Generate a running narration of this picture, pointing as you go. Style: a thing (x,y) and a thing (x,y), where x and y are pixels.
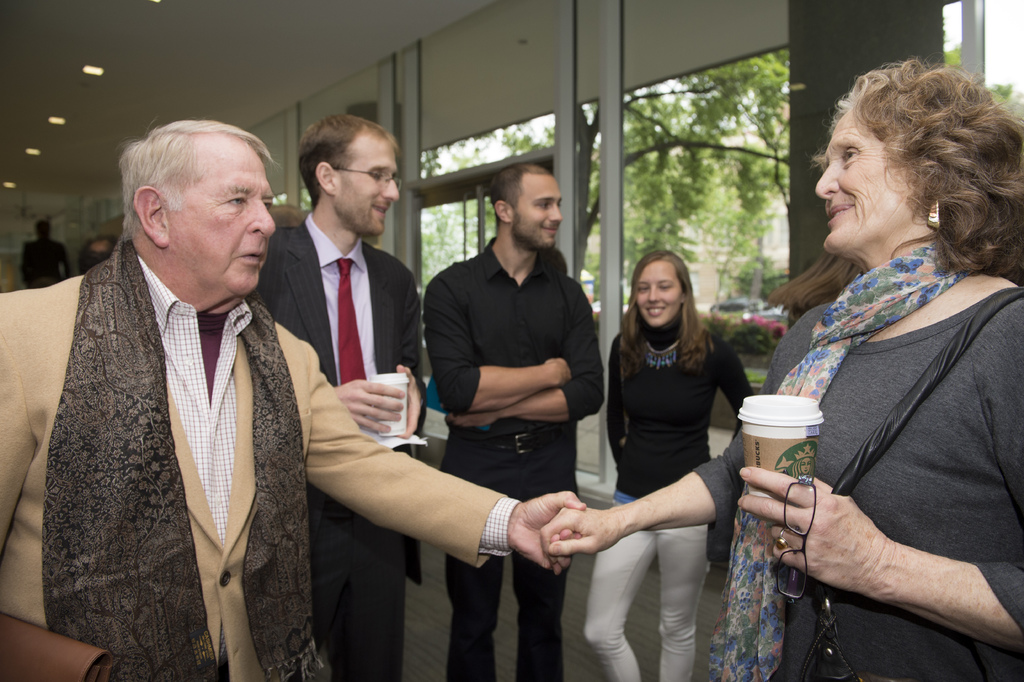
In the image we can see there are many people (506,373) standing and wearing clothes (906,457). On the right side (907,455), we can see a woman (941,312) wearing earrings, carrying bag (848,482) and she is holding glass (785,449) and spectacles (804,499) in her hand (818,559). Here we can see the floor (568,641), lights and glass windows (612,181), out of the window (633,228) we can see the vehicles (751,298) and the trees (678,146).
